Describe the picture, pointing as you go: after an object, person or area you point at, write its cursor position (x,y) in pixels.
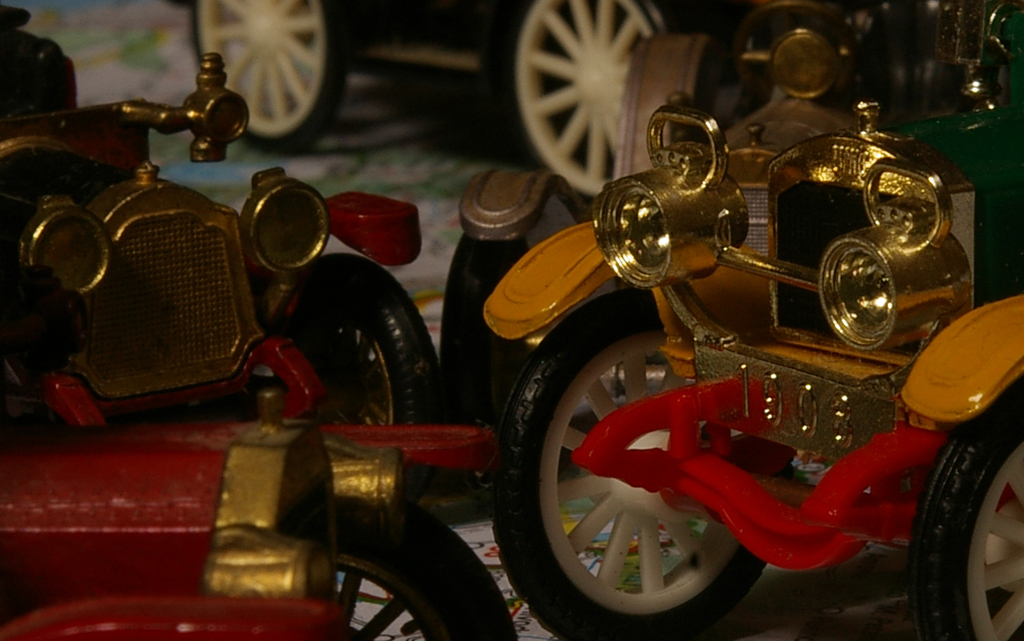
In this image, we can see some toy cars (540,303).
